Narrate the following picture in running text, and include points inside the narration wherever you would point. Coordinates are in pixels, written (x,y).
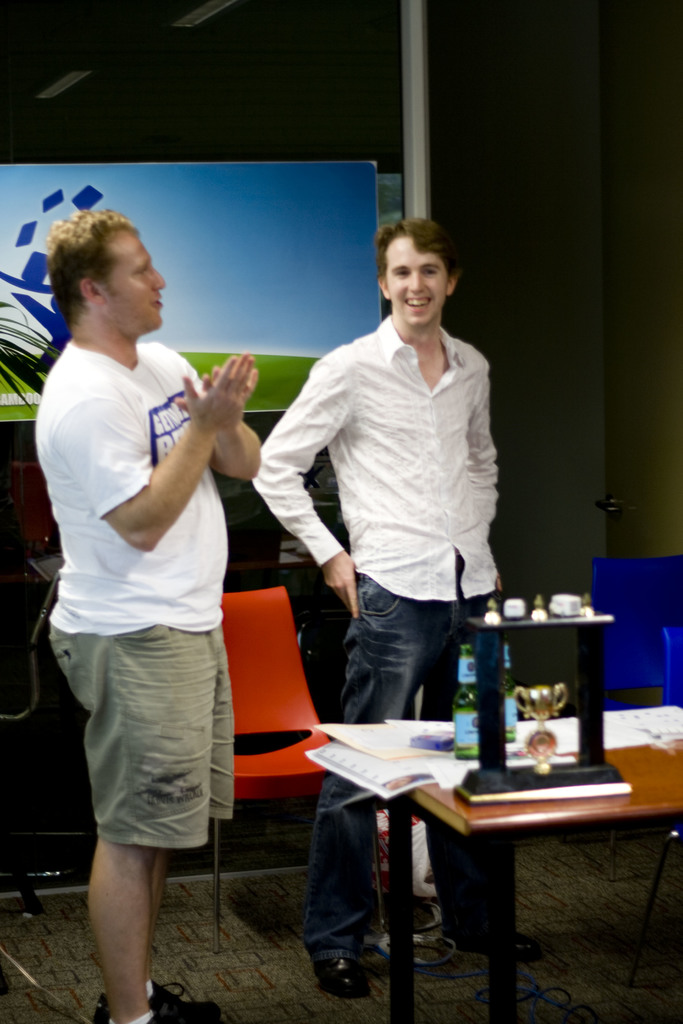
This two persons (400,514) are standing. This man (137,451) is clapping. We can able to see red chair (246,704). Far there is a poster (314,257). On this table (496,804) there is a trophy (538,690), bottles (509,665) and papers (421,752). This man (431,569) holds smile (427,303) and wore white shirt (411,463).
